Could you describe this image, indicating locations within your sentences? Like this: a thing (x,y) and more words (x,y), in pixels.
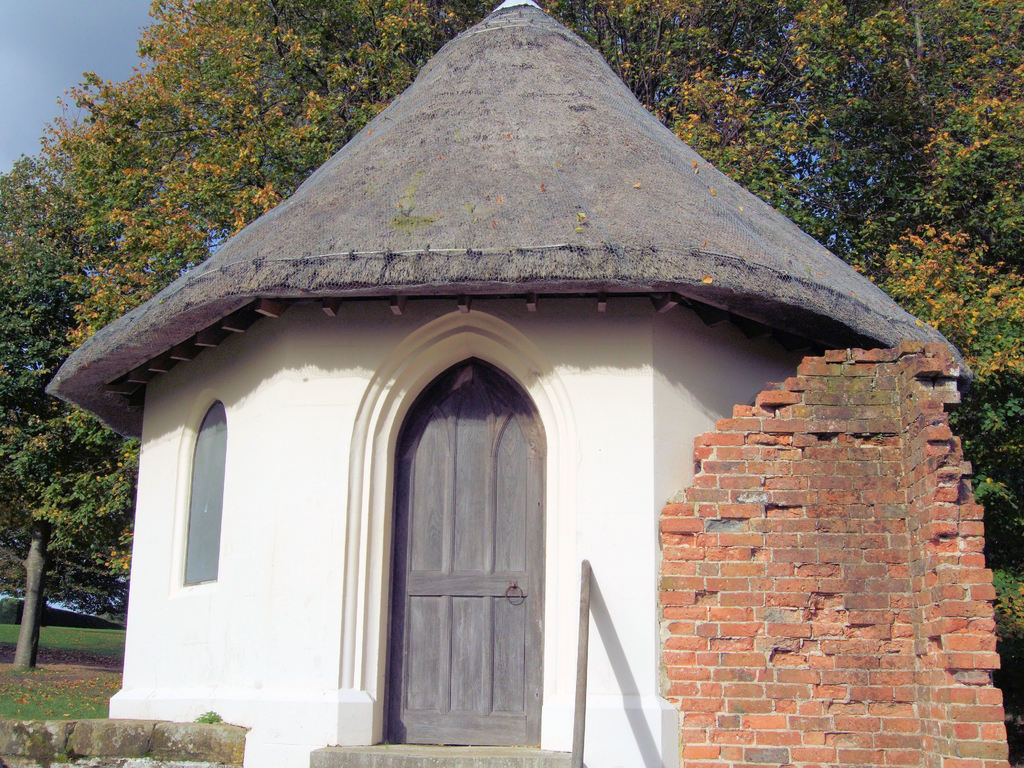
This picture is clicked outside. On the right (812,456) we can see the brick wall (805,578). In the center (635,491) we can see the hut (259,346) and some other items (195,728). In the background (9,178) we can see the sky (54,64), trees (127,209), green grass (91,631) and some other objects (12,610).
